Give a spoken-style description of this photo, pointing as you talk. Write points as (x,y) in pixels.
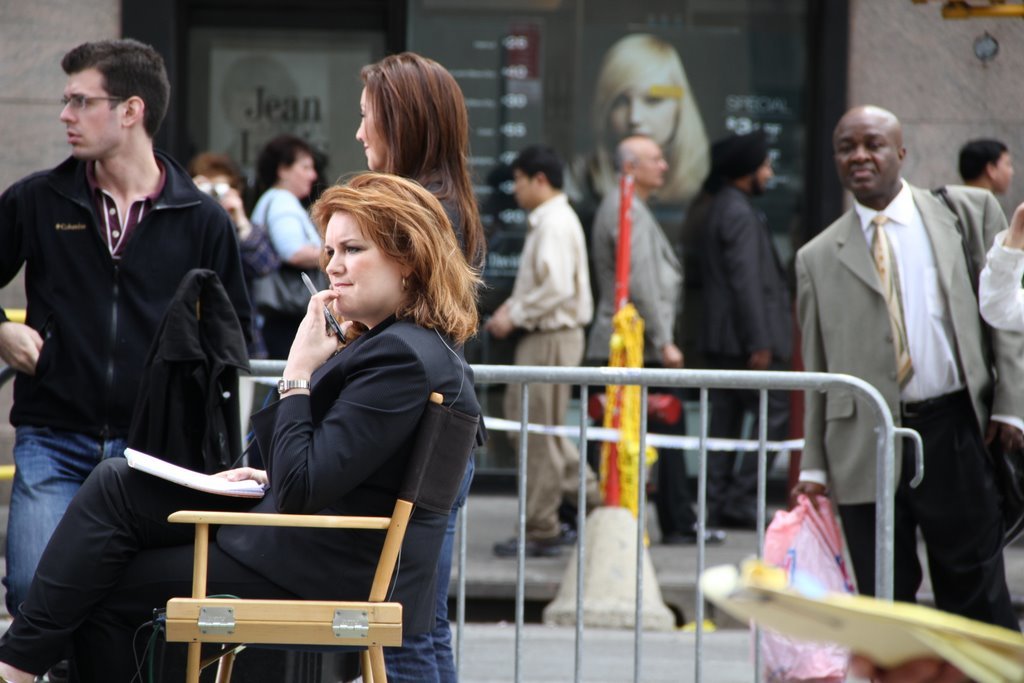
In front of the image there is a lady (284,564) sitting on a chair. Beside her there are two persons (92,247) standing. Behind them there is railing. Behind the railing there are few people (813,295). In the background (858,31) there is a wall (942,68) with a glass door (543,53). On the doors (574,110) there is an image (596,101) of a person (649,83) and text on it.
